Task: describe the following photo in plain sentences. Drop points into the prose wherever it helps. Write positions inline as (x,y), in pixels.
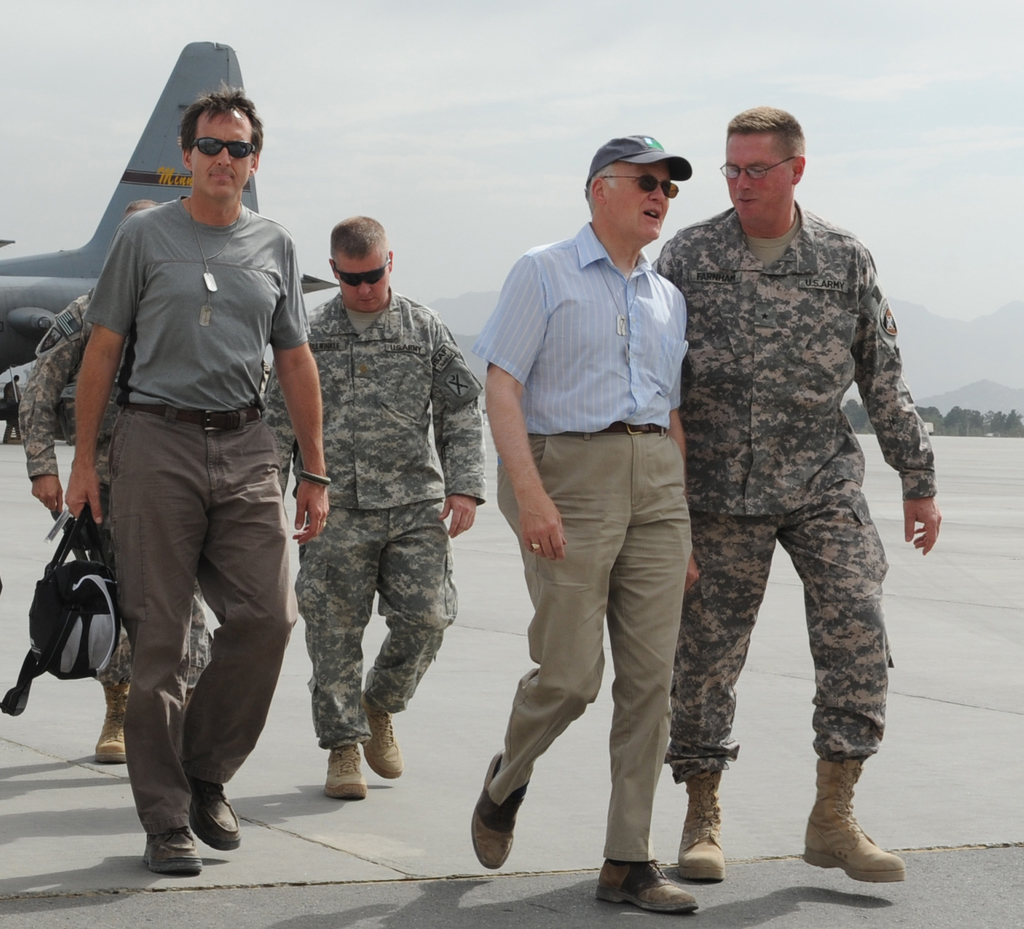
In this image we can see group of persons (286,418) standing on the ground (746,775). One person (647,201) is wearing spectacles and a cap (638,160). three persons (402,572) are wearing military uniforms (384,381). One person (234,382) wearing a grey t shirt (189,344) is holding a bag (110,595) in his hand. In the background (47,294), we can see an airplane (107,212), a group of tree (955,417) and the sky (682,90).
